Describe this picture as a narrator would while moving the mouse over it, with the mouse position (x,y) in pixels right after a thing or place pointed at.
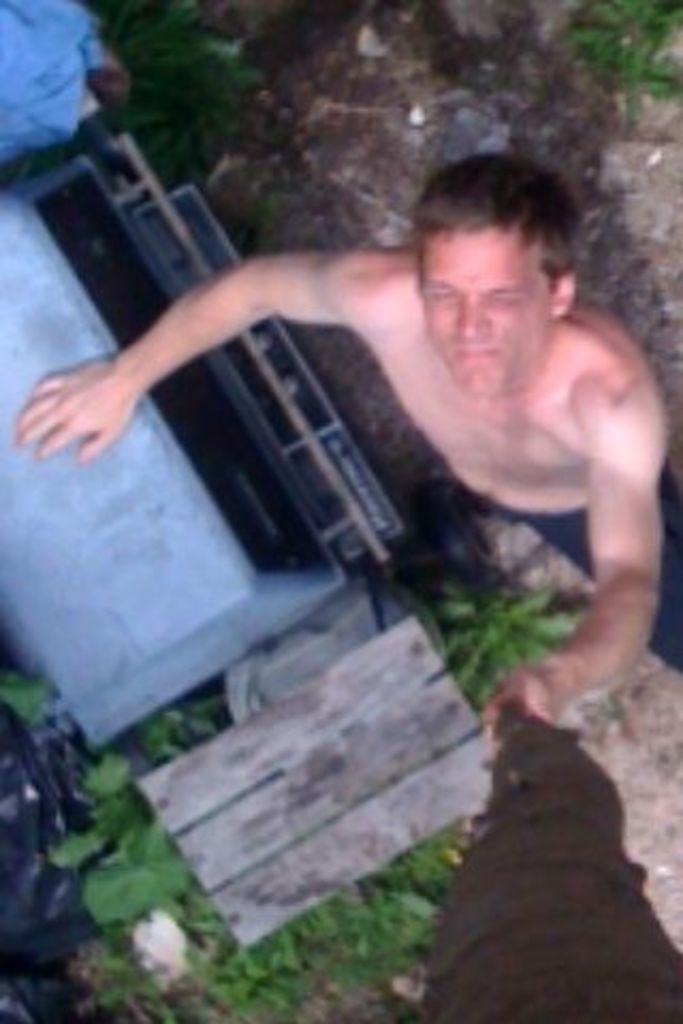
In this image in the center (441,431) there is a man (516,383) standing and holding a stick (573,907) in his hand (535,687) and having some expression on his face (490,337). On the left side (193,492) there is an object (205,490) which is grey in colour and there is a wooden object (344,801) and there are leaves (122,872). On the top left (61,56) there is an object (48,79) which is blue in colour and there are leaves (196,91) which are visible.
